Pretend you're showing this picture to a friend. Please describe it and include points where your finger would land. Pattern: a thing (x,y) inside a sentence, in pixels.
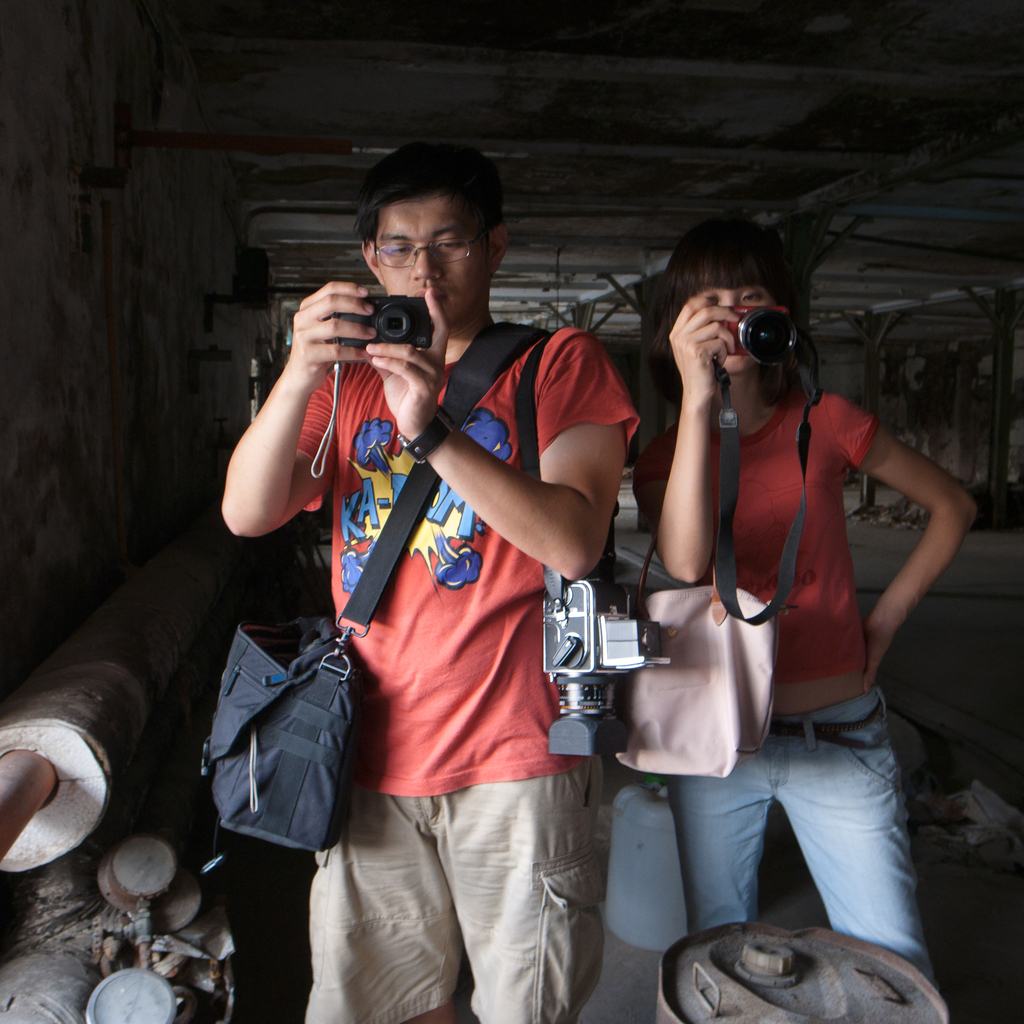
In this picture we can see a women (743,265) wearing a shirt (836,532) and a man (496,537) wearing shirt (477,574) and they both are holding camera (392,317) in their hands (719,343). We can see bags (709,732). This is a can (797,981). Background (894,278) is dark.
